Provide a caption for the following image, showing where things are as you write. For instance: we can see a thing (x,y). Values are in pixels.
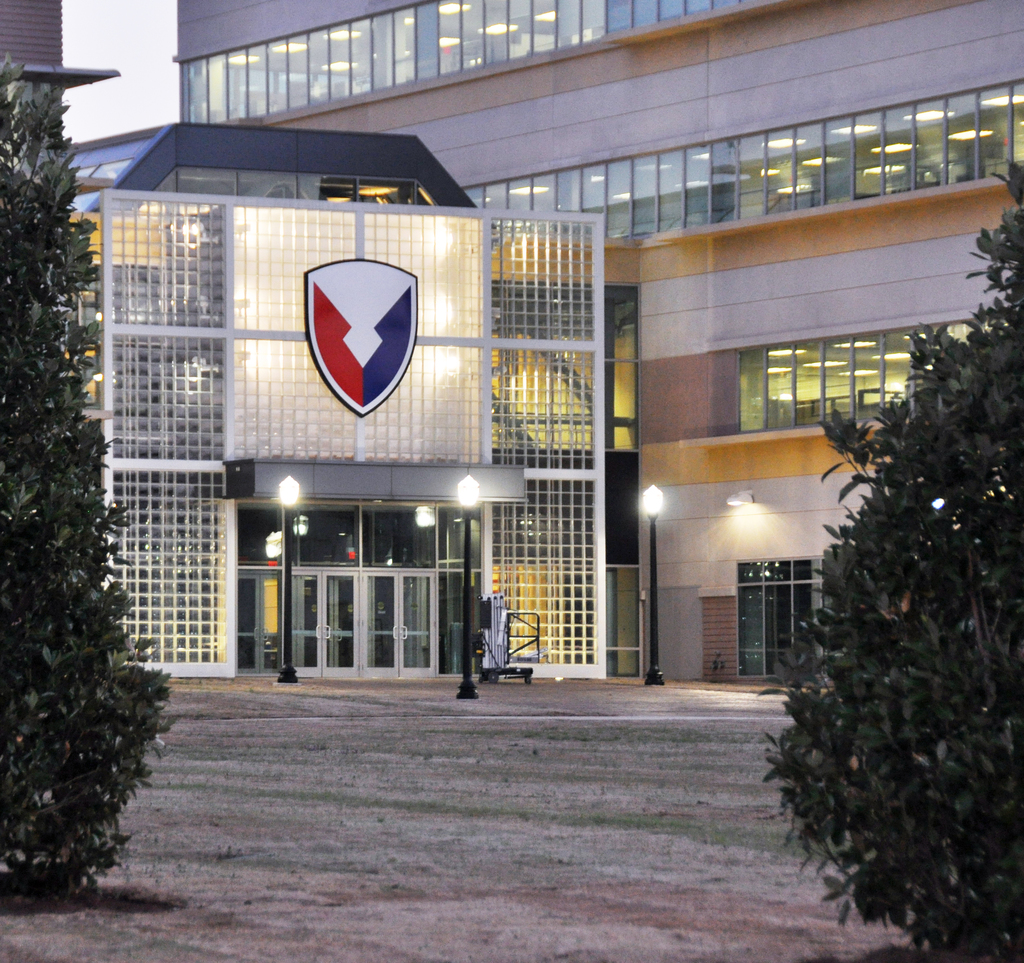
In this image there are street lights (464,665) on the land (489,736) having plants (923,788). Background (783,342) there are buildings (221,316). Left top there is sky (138,12). Right side there is a building (682,124) having glass wall (876,334). Few lights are attached to the roof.
